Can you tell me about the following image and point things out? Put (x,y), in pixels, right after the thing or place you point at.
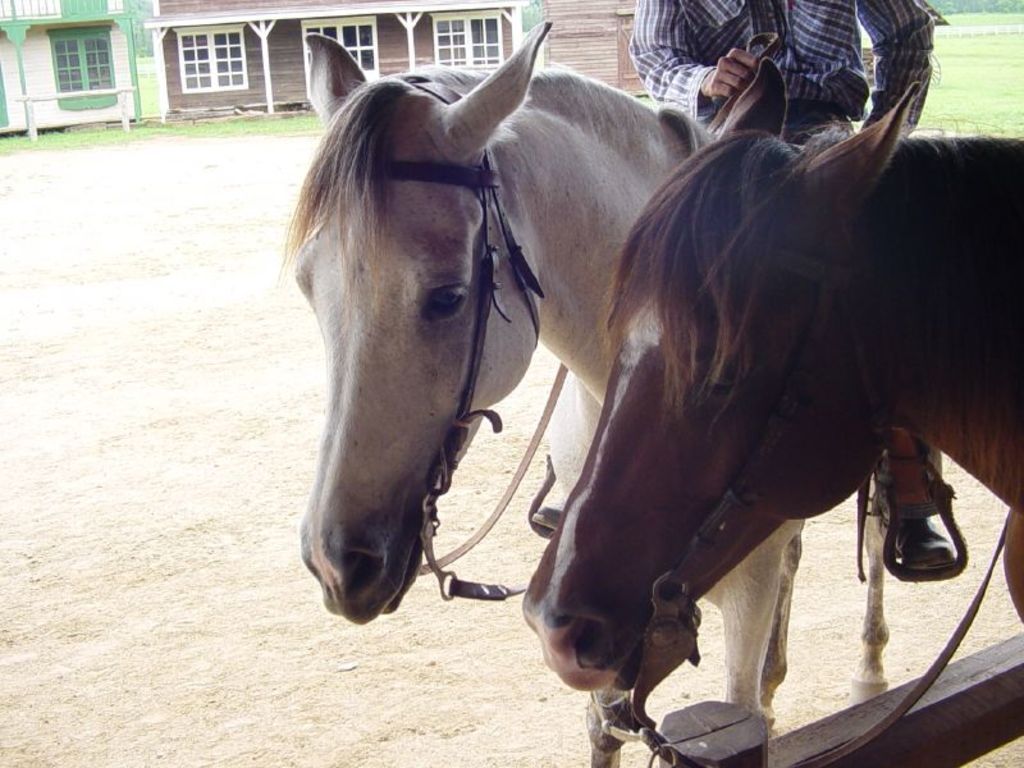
In the right side (888,152) it's a horse (824,429) which is in brown color, beside there is another horse (424,411) which is in white color. In the left side (175,75) it looks like a house (280,68).
